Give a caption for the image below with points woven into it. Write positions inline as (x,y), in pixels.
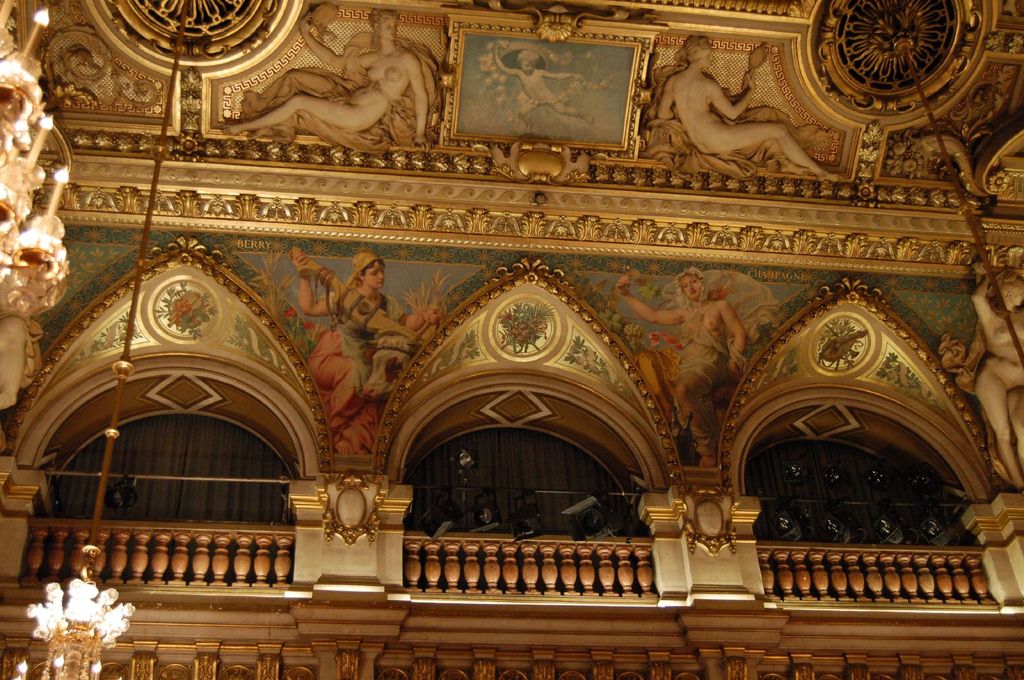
In this image there is a wall (451,350) and on the wall (365,186) there are sculptures (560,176), there is painting (743,266) and there is a frame (525,127) on the wall (61,126) and there are chandeliers (23,129) hanging and there are lights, there is a balcony (580,576) and there are curtains (204,485) on the balcony (45,510).
